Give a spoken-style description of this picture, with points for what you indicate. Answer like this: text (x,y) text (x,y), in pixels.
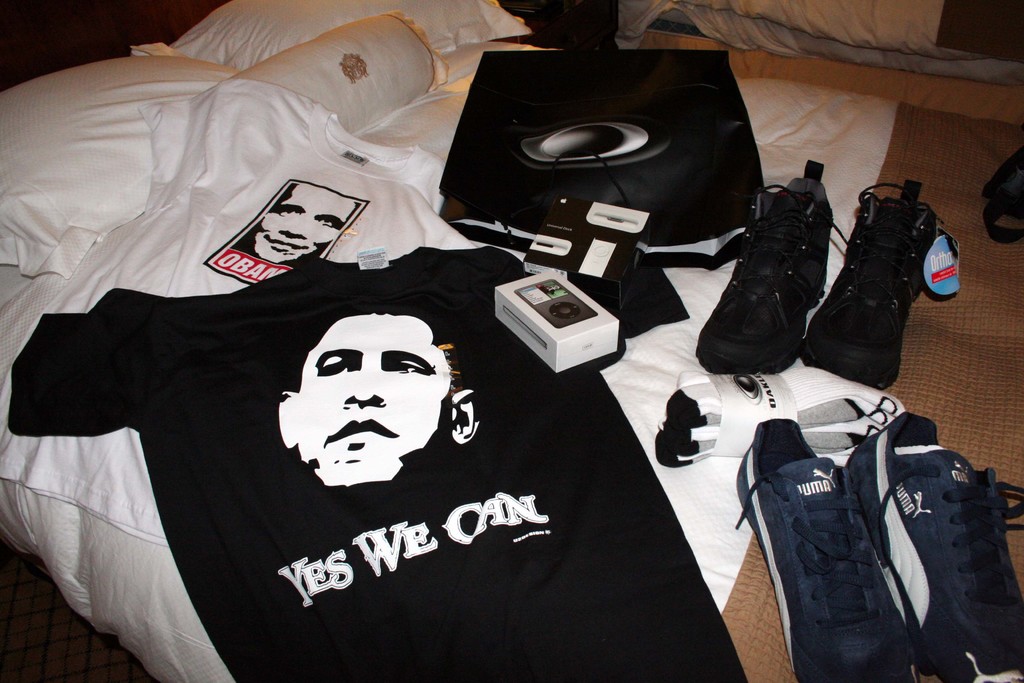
In this image we can see a bed (980,195) with pillows (129,108). On the bed (169,94) there are t shirts (257,285), shoes (791,323), socks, box (597,329) and many other items (654,148).
